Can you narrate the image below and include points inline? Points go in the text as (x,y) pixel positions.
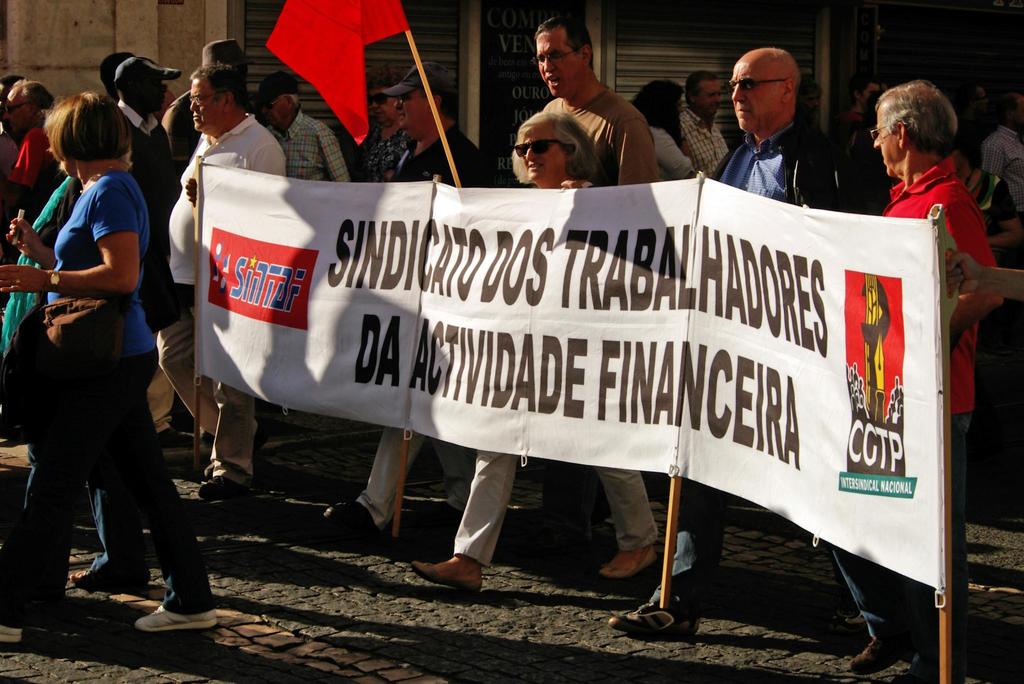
In this image, we can see some people (444,105) walking and they are holding a white color poster (310,376), we can see a red color flag (348,97).
